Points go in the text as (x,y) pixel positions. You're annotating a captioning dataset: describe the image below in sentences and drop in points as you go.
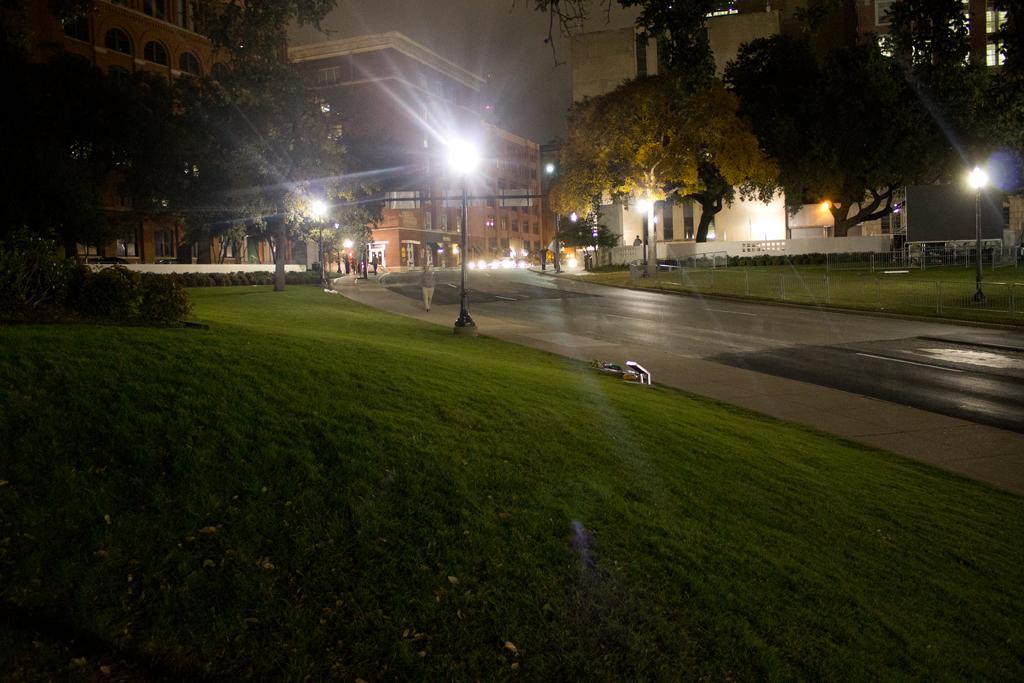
In the picture I can see the grass (469,447), street lights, a road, fence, trees (653,192), buildings (402,225) and some other objects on the ground (268,434). In the background (501,74) I can see the sky (506,116).
